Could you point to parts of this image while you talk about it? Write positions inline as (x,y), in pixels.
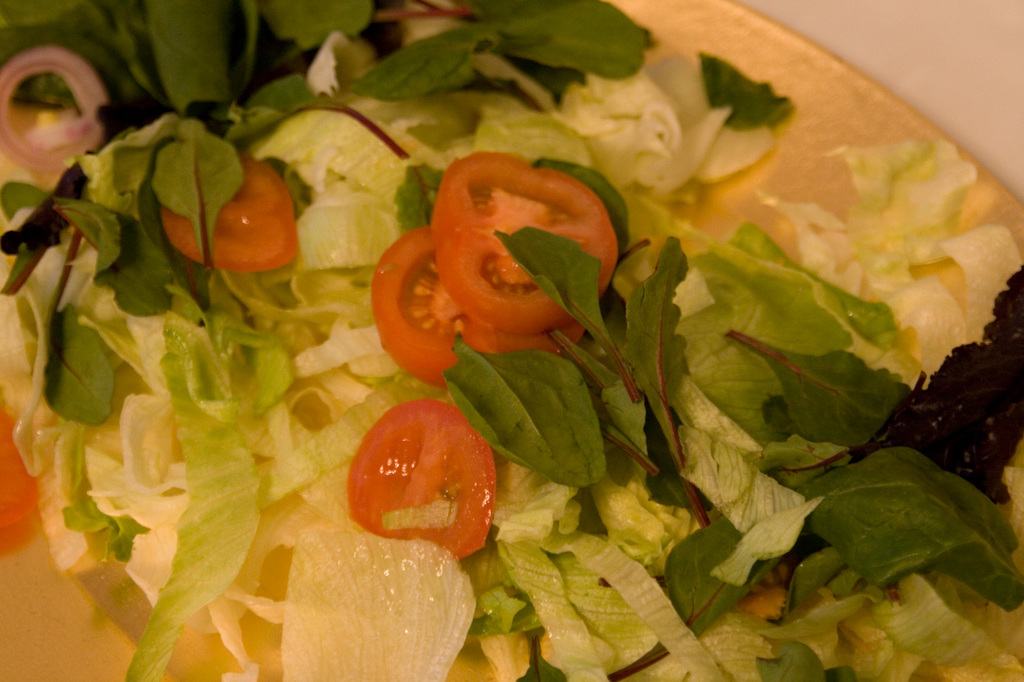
In this image there is a food item (536,343) placed on the white color surface (855,58).
